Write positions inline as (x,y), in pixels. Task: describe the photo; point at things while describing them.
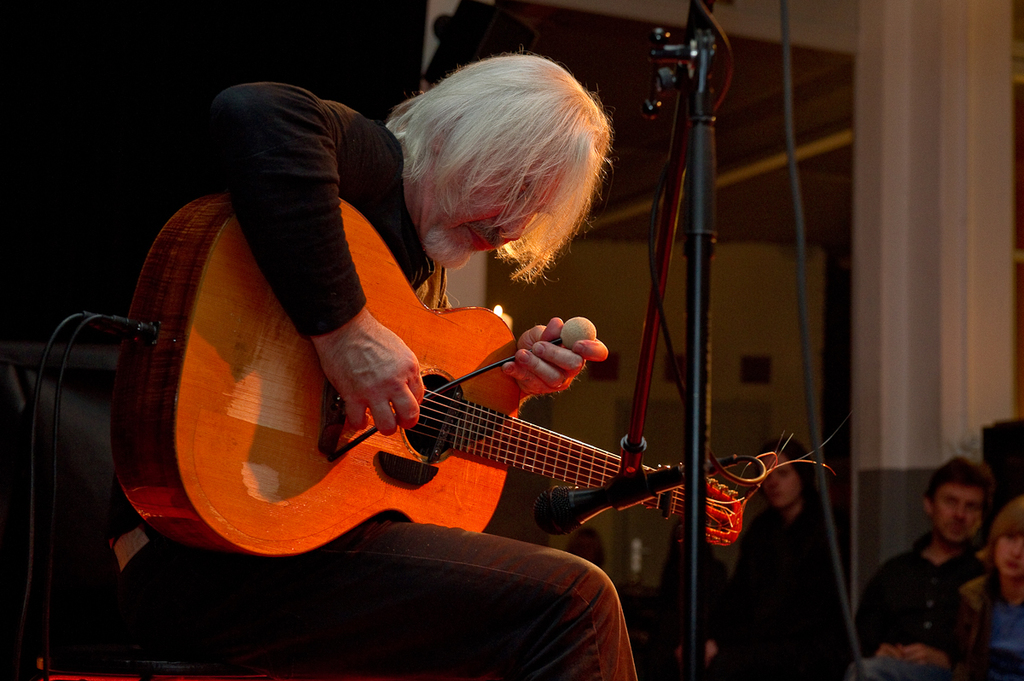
Here we can see a man (505,160) sitting and holding a guitar (429,381) in his hand (411,384), and in front here is the stand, and here are the group of people (945,470) are sitting.
